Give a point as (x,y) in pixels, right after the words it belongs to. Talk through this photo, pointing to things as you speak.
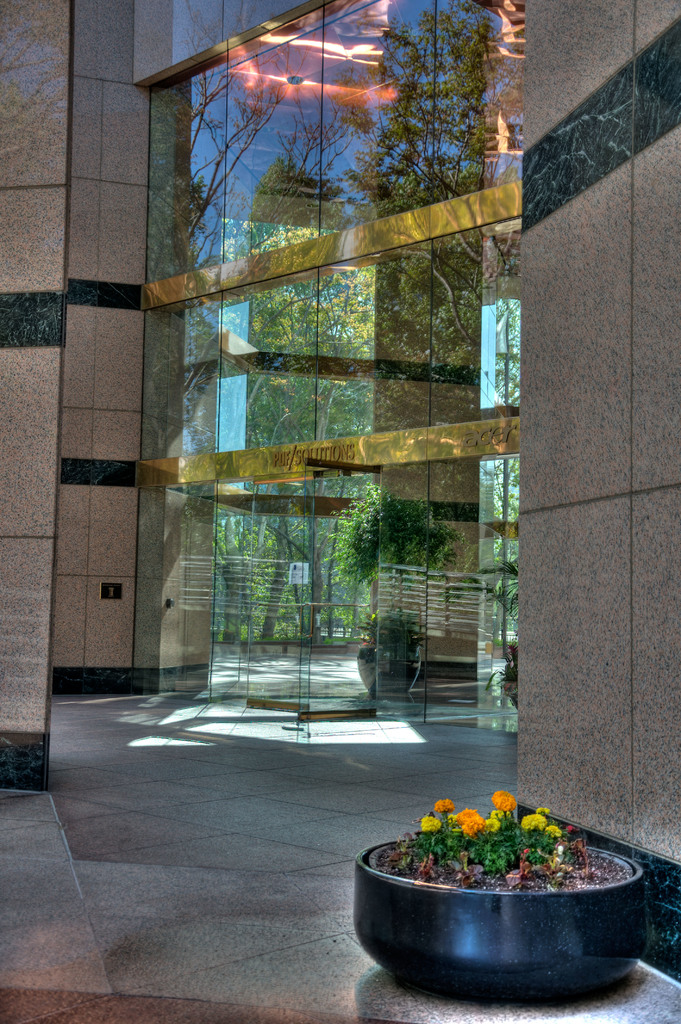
In this image we can see walls (78,206), house plants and glass doors (328,593).
